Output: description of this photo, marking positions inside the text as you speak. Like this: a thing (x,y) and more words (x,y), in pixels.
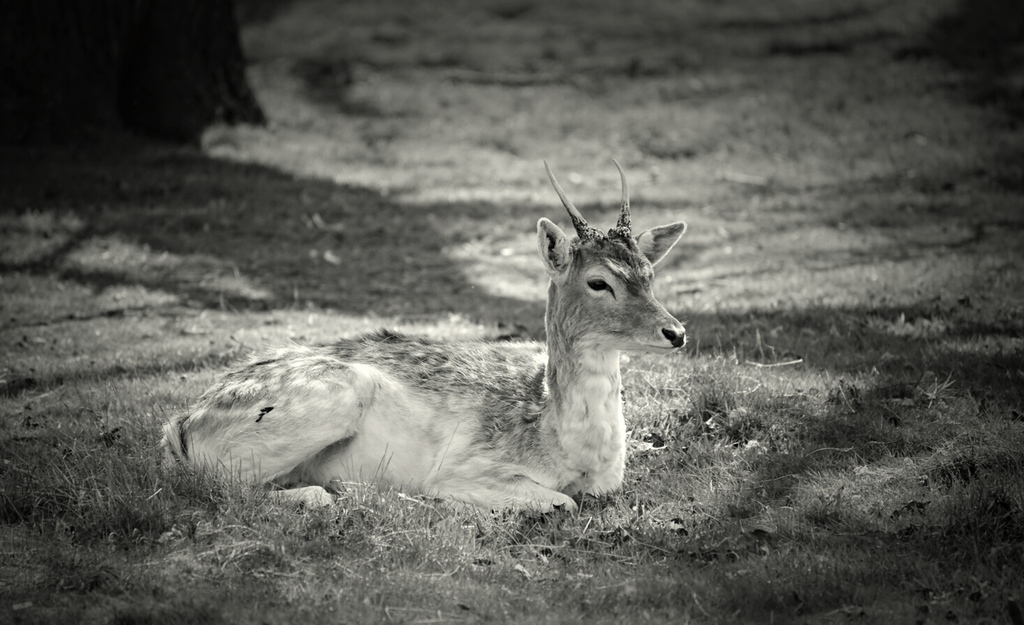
It is a black and white image, in the middle (602,242) a deer (497,445) is sitting on the grass (602,523).
